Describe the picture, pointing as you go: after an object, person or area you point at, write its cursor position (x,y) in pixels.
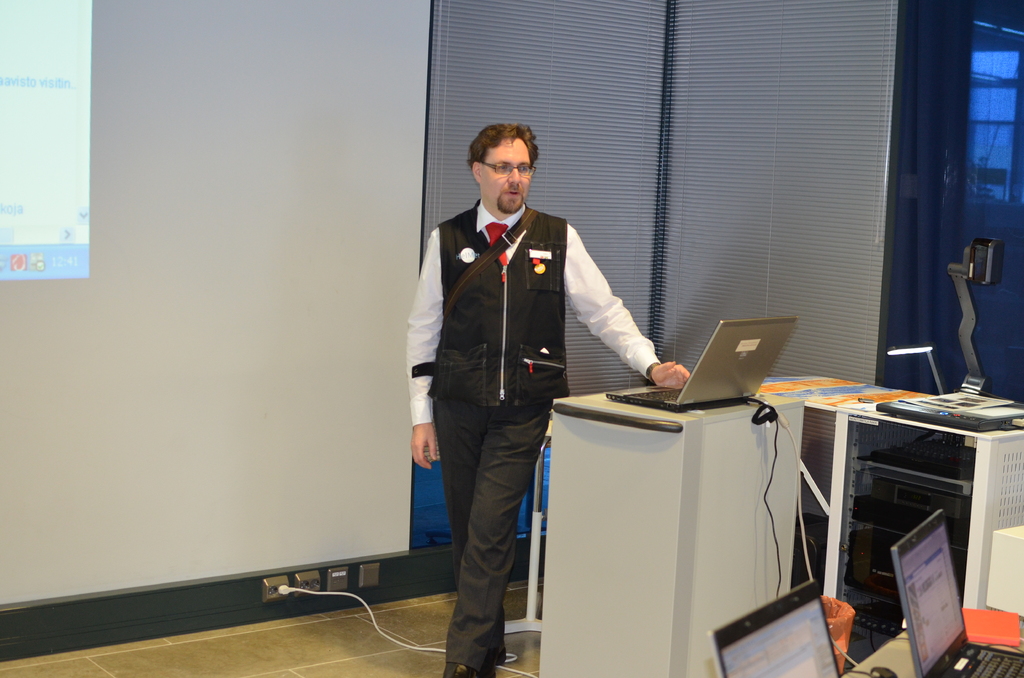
In the middle of this image (444,313), there is a person (520,333) in black color jacket (480,234), speaking and placing a hand (687,371) on a stand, on which there is a laptop (693,390). On the left side (76,21), there is a screen (80,67). On the right side (920,554), there are laptops (920,554) on a table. In the background (1022,440), there is a table (1022,447), on which there are some objects (905,408) and there is a blue color wall (975,137).
